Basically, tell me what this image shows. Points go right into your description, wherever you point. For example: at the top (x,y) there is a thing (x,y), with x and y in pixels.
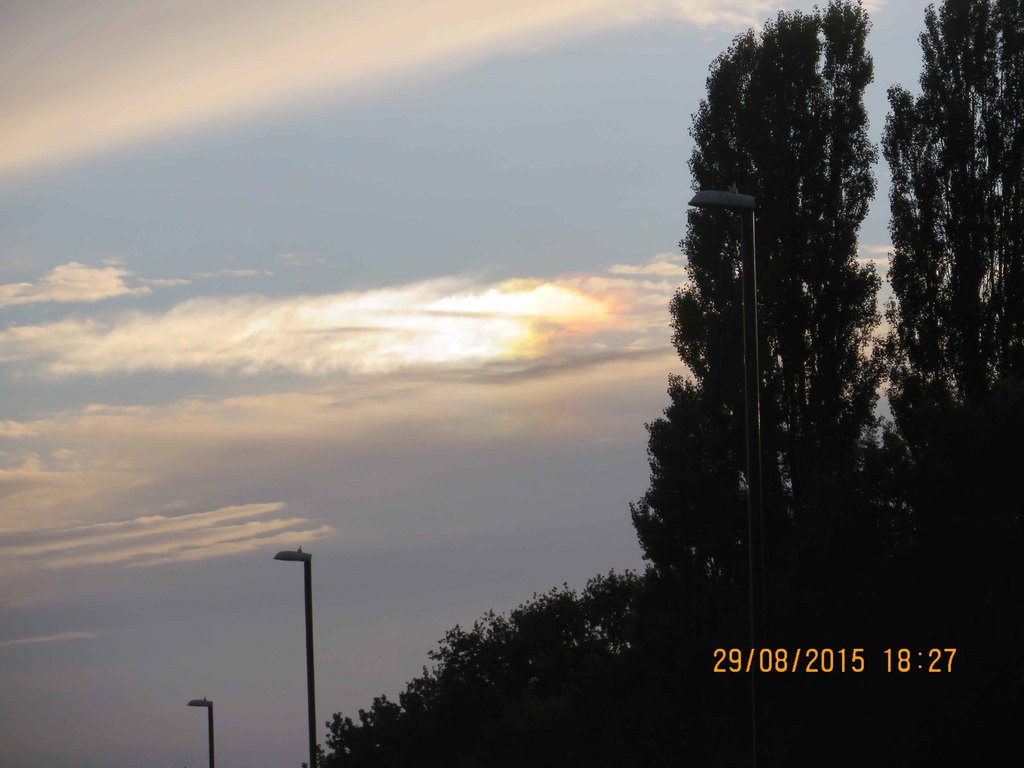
In this picture we can see few trees (650,554), poles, lights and clouds (159,455), at the right bottom of the image (825,666) we can see timestamp (794,667).
